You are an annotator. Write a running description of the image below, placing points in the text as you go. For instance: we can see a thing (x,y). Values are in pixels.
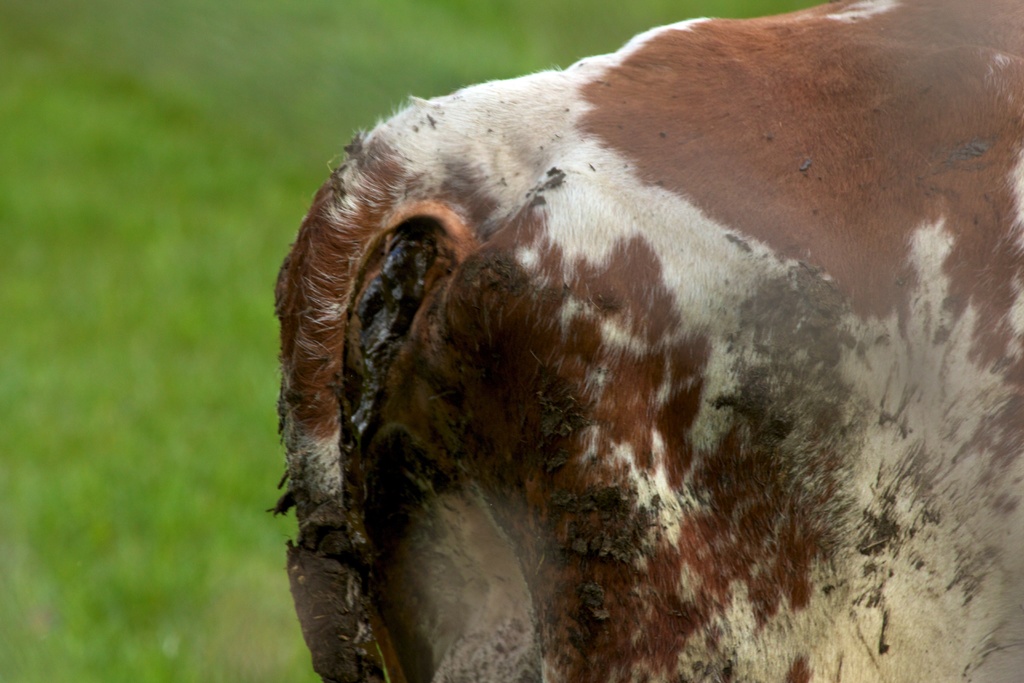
In this picture we can see the close view of the brown and white color cow (827,419) from the backside. Behind there is a blur background (236,88).
